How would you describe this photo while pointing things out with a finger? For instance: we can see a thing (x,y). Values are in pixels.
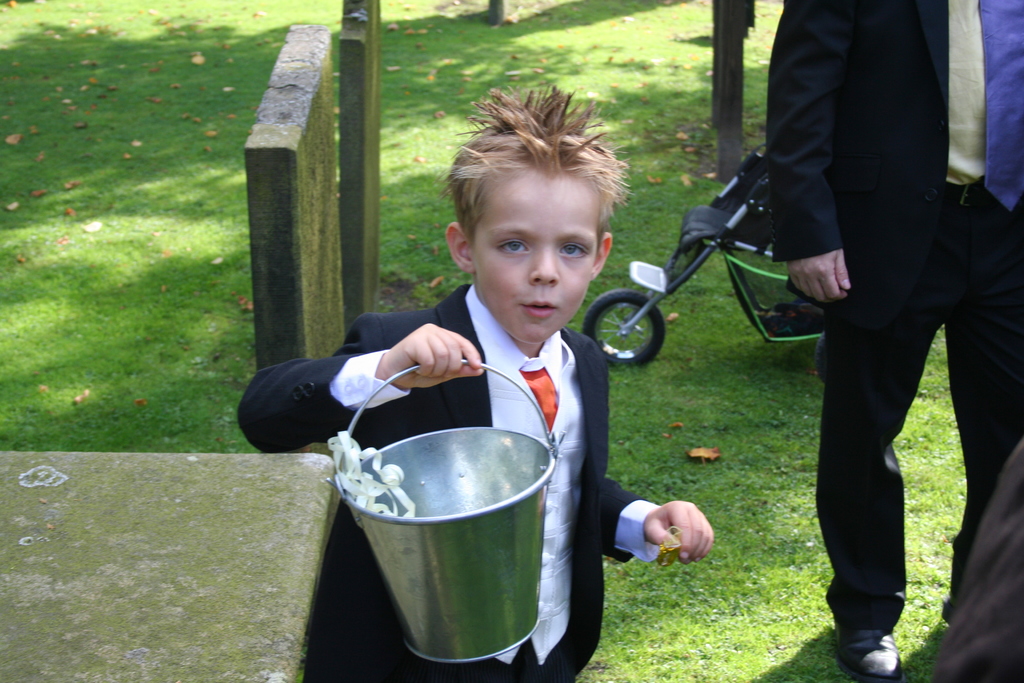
This image consists of a boy (567,543) wearing a black suit (474,413) and a white shirt (554,363) is holding a bucket (390,503). On the right (811,195), we can see man (859,295) wearing a black suit (898,302) and a blue tie (1023,81). In the background (658,332), we can see a small stroller (620,333).
